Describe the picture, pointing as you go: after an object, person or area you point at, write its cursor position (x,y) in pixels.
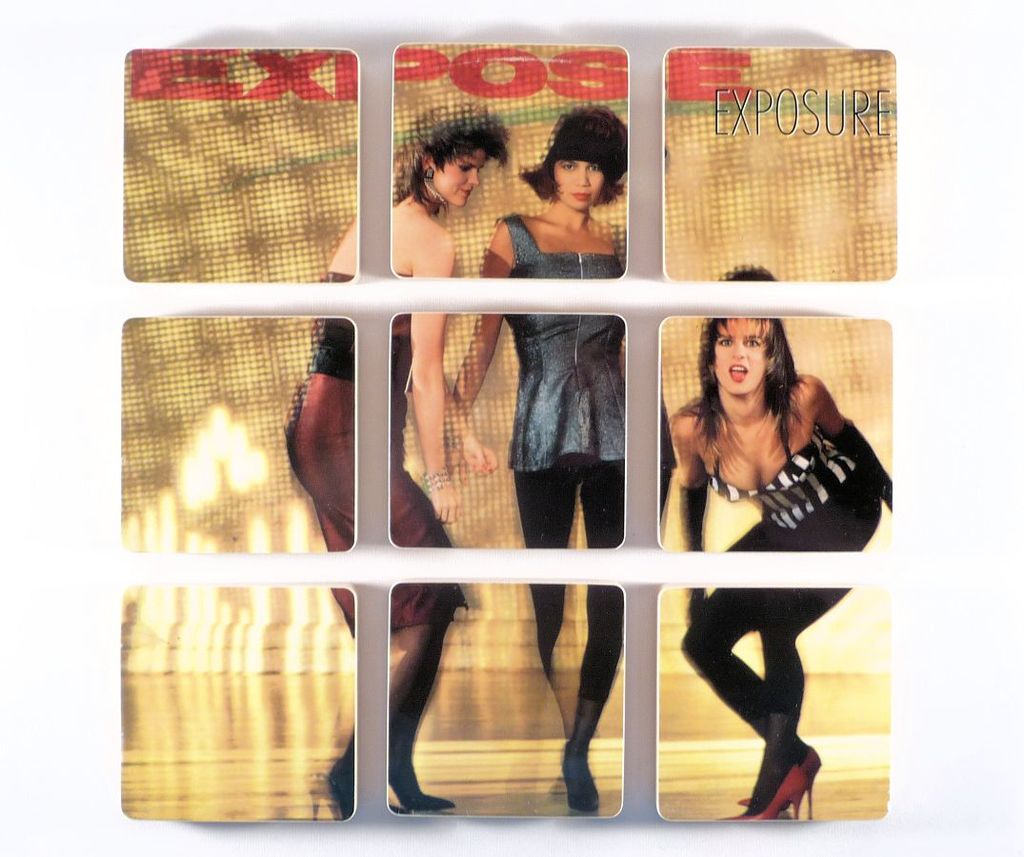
In this image I can see the edited picture in which I can see three women (438,373) standing. I can see the cream colored surface (252,363) behind them. I can see the white colored background (896,288).
